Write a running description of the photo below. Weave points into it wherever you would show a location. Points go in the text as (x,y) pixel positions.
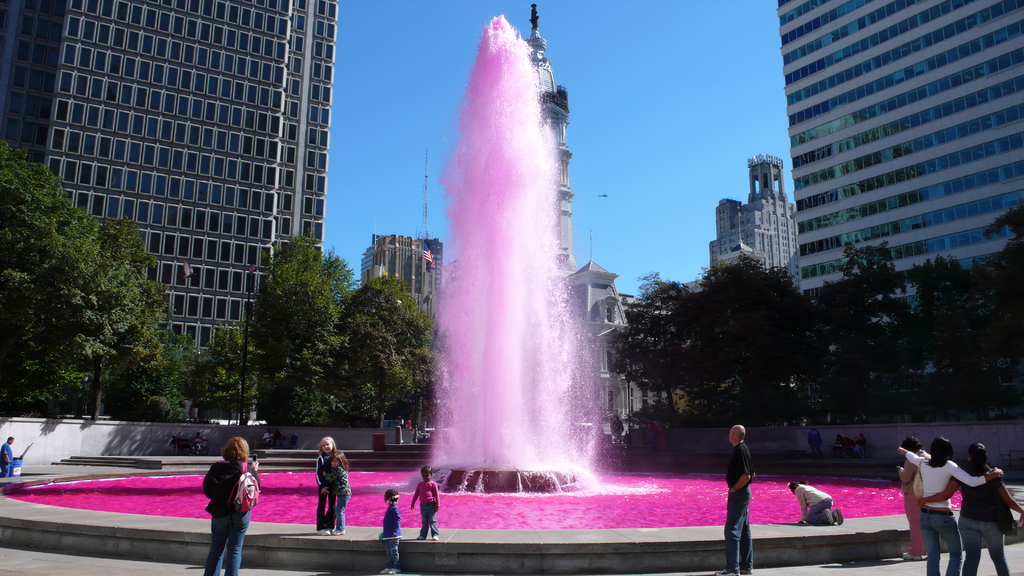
The water fountain (456,174) is highlighted in this picture. The water fountain (703,501) color is in pink color. Far away there are many buildings (747,230). This water fountain (480,345) is surrounded with number of trees (933,344), which are in green color. Sky (378,83) is in blue color. It is a sunny day. Kids (346,481) are standing in-front of water fountain (415,490). The woman (224,521) carrying bag (242,495) is taking pictures of these 2 kids (329,464). The man (740,541) is watching the water fountain (505,407). The group of people (931,485) are also watching the water fountain (553,432).
